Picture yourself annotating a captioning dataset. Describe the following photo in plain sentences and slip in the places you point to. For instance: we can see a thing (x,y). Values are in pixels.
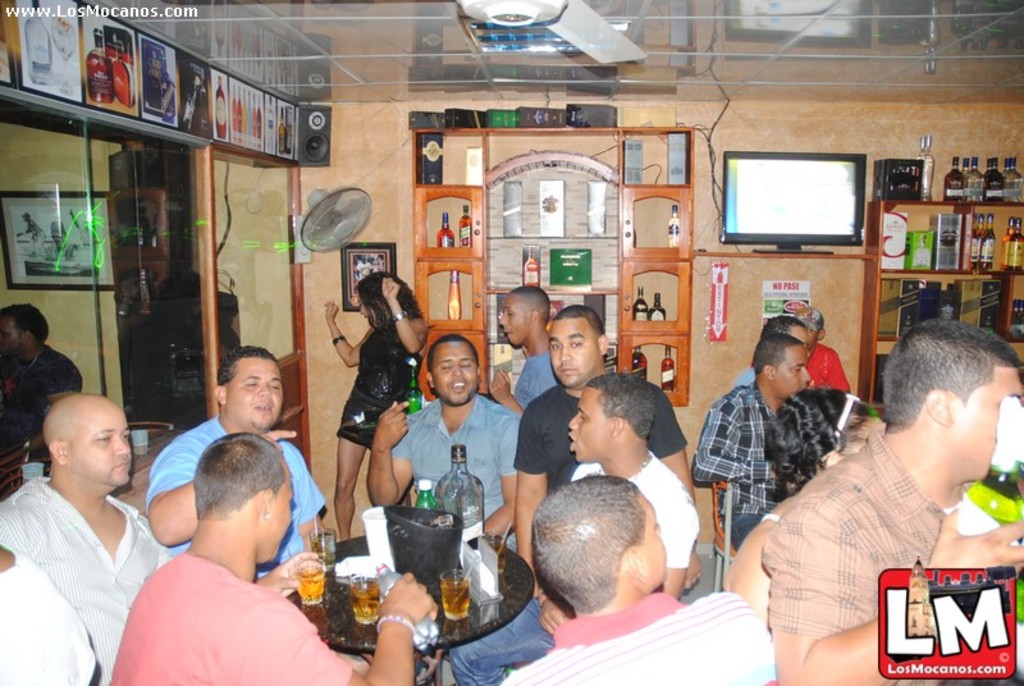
In this image group of people (562,385) are surrounded by a table (373,632). Few bottles (461,492) and glasses (377,582) are there on table (455,621). The person (233,645) wearing pink shirt (232,668) is holding a bottle (432,624). A woman (373,319) is dancing. At left side (331,244) there is a fan (324,195). There is a picture frame (75,249) at left side of the image (71,214) and at top (524,3) there is a fan (587,25) and television (724,177). Shelf (661,343) has bottles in it.
